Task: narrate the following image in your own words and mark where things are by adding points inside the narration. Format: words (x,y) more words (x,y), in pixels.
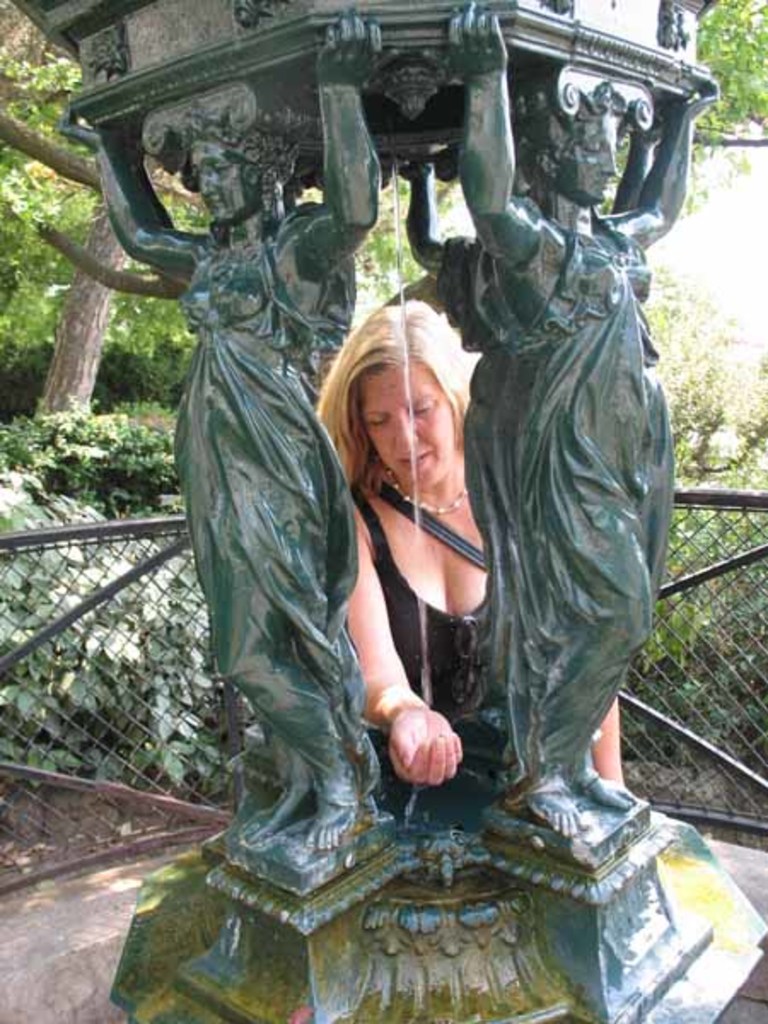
In the foreground of the picture (281,72) there are sculpture (226,589), woman (371,721) and railing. In the middle of the picture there are plants (166,319) and trees (751,59).
